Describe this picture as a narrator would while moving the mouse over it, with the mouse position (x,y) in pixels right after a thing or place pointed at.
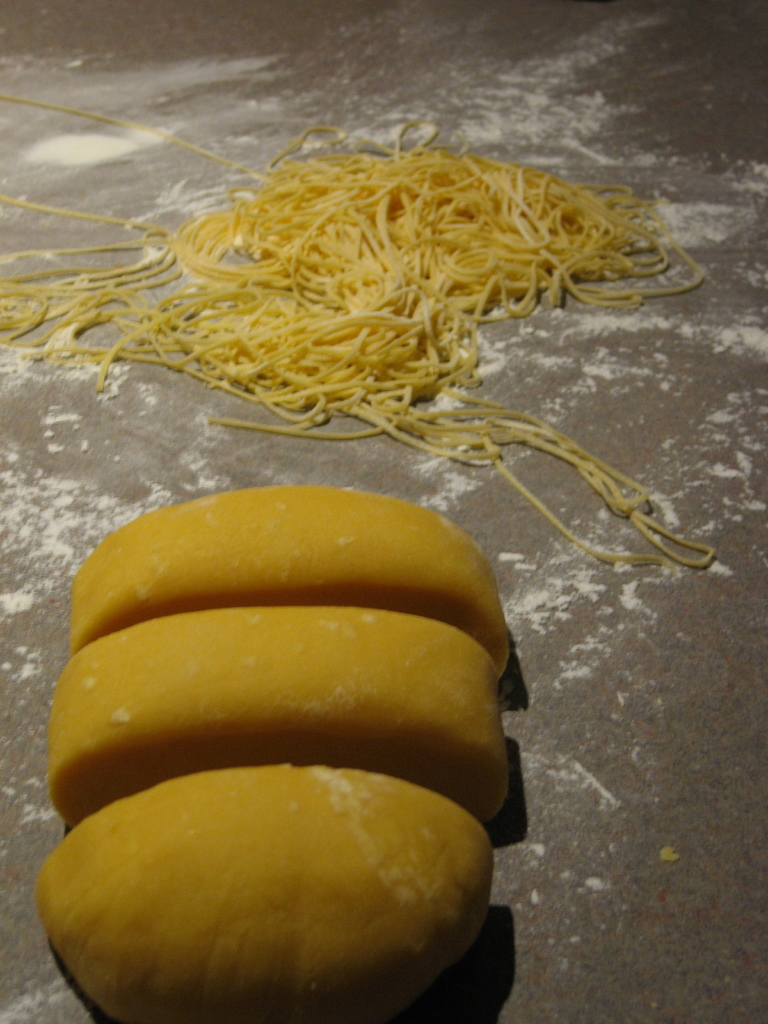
In the picture I can see some yellow color objects (326,639) and some other objects (399,276) are placed on the surface (670,584).
